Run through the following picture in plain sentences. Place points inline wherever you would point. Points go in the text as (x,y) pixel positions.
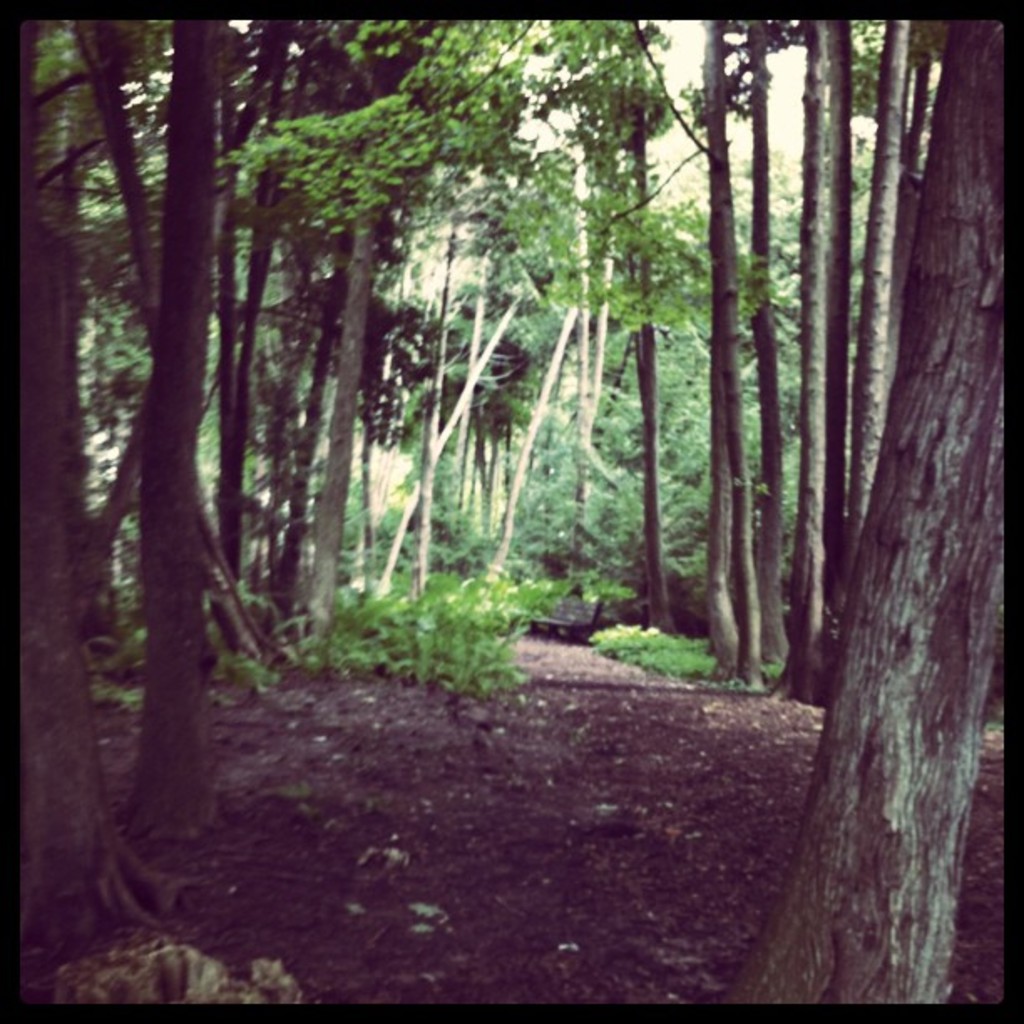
In this image there are trees (607,286) and the sky (734,61).
